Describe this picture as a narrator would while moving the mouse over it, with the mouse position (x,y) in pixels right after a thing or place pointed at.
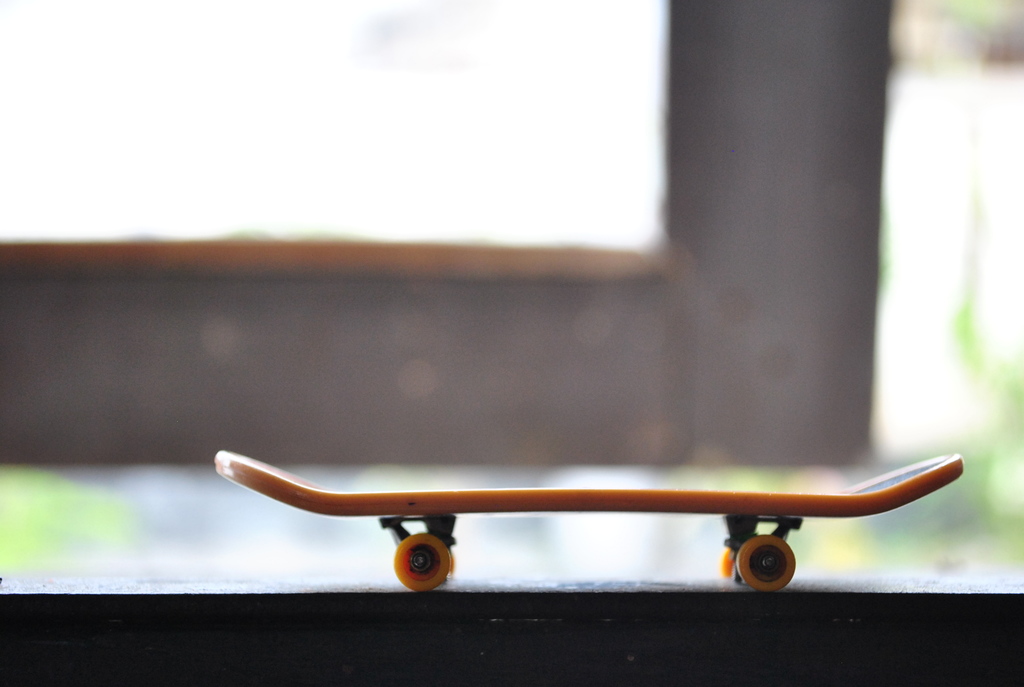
This picture seems to be clicked outside. In the foreground (455,525) there is a skateboard (456,493) placed on an object (482,608). The background of the image (99,539) is blurry and we can see there are some objects (603,316) in the background (131,512).
